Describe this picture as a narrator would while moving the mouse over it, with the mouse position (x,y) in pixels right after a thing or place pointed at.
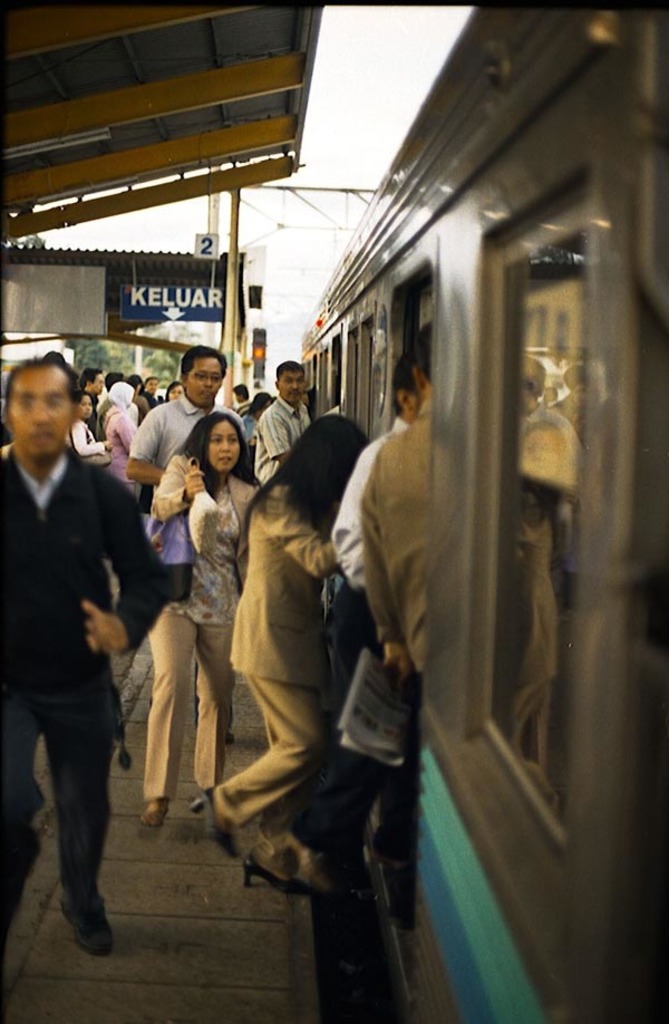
In this image I can see group of people (163,739), some are standing and some are walking and I can also see the train (403,282). Background (278,357) I can see the traffic signal (254,365), few poles (229,362), a board (186,298) in blue color and I can see the sky (325,218) in white color.
